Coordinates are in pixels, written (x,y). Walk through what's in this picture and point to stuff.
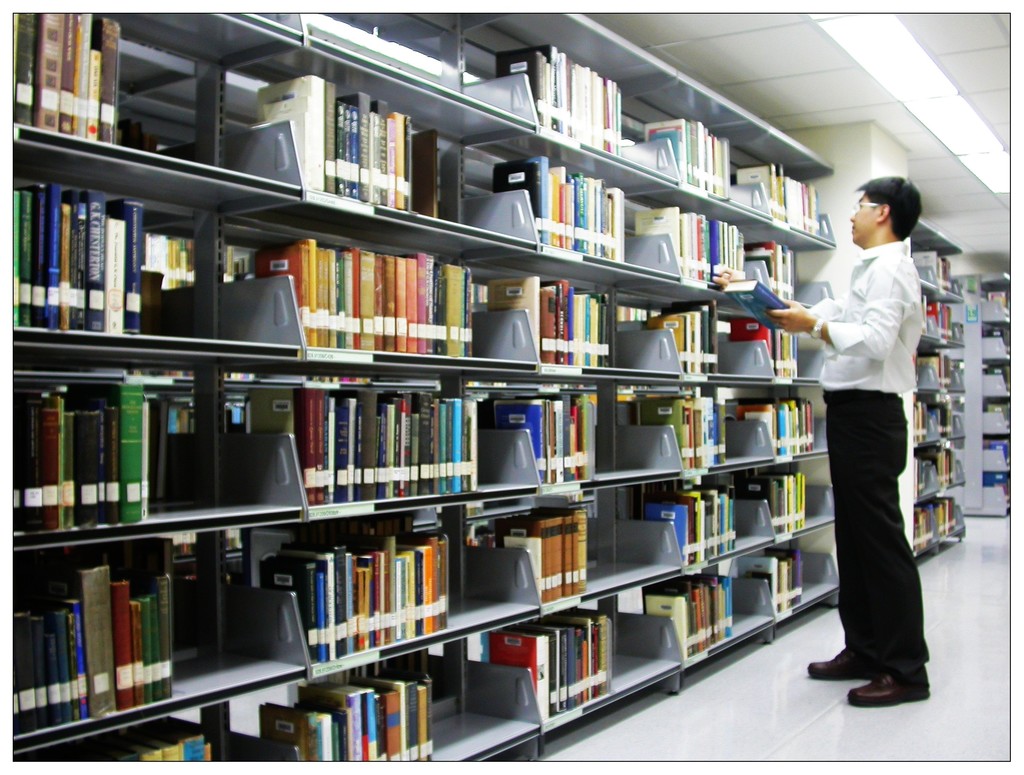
This picture is taken inside the room (504,271). In this image, on the right side (856,380), we can see a man (857,325) wearing a white color shirt (870,291) is standing on the floor (907,717) and holding a book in his hand (801,312) and the man (861,262) is also standing in front of a shelf (568,257). In the shelf (528,236), we can see some books (574,238). In the background (970,386), we can also see a shelf (971,404) with some books (941,329). At the top (813,61), we can see a roof (806,66) with few lights (970,149).
